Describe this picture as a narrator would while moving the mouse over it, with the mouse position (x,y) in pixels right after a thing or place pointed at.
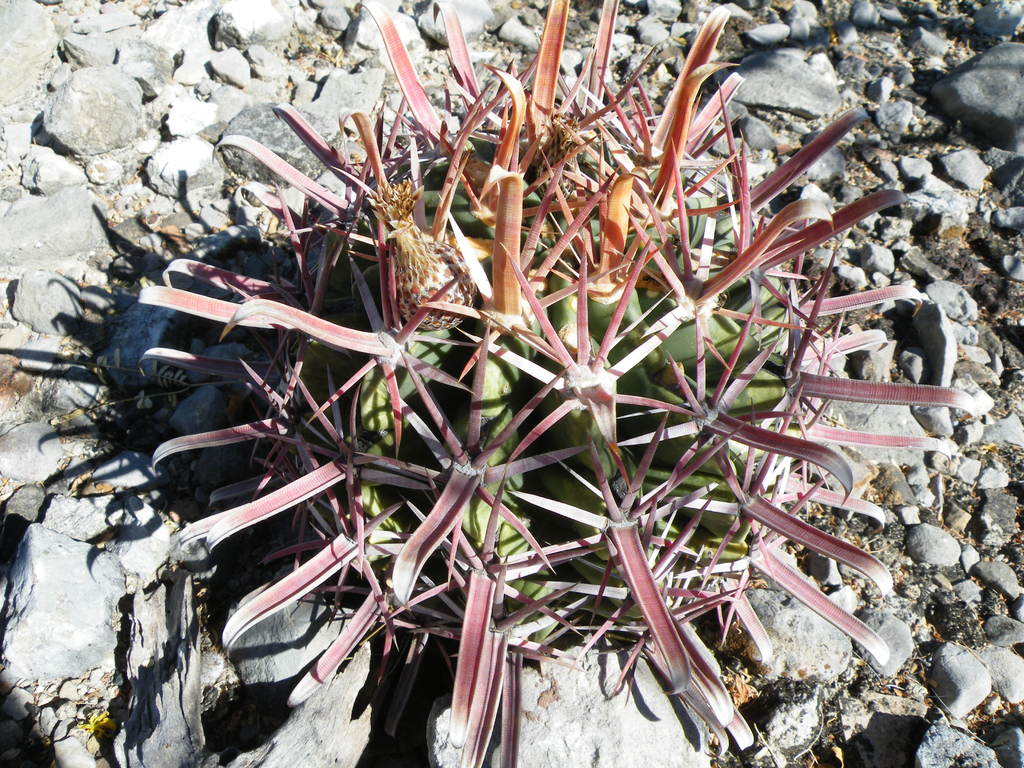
In this image there is a cactus plant (585,575) on the land (747,647) having few rocks (937,557) on it.
